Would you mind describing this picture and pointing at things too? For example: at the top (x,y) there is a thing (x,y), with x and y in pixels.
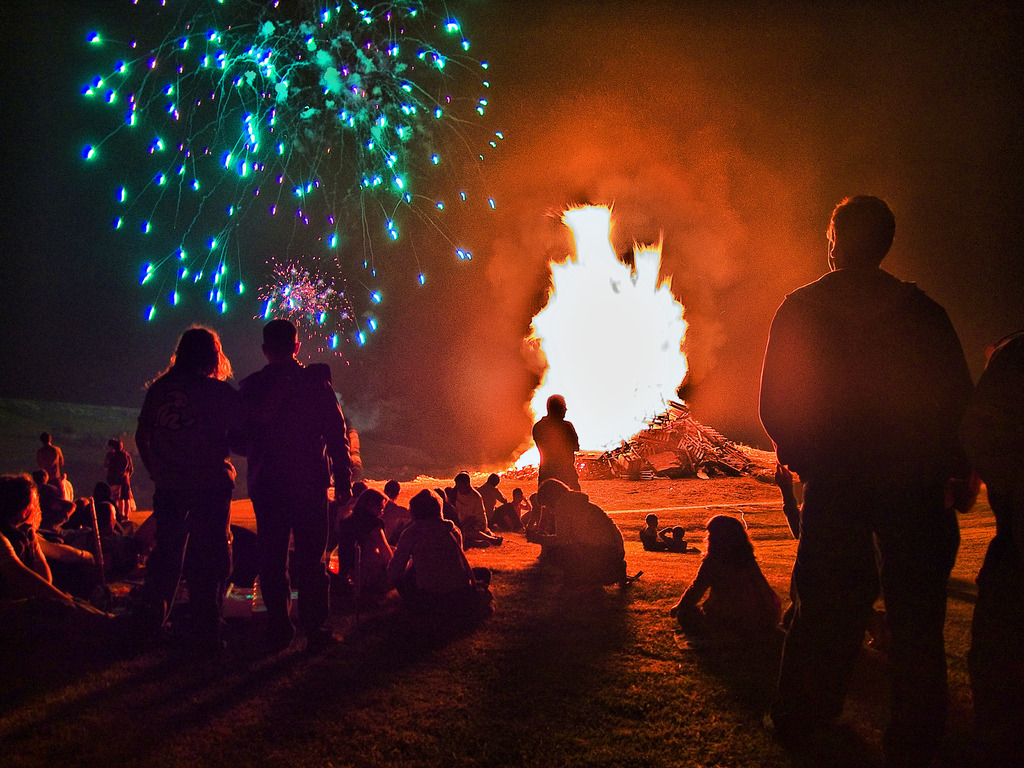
In this image we can see a group of persons (341,507). Behind the persons (561,417) we can see the fire (584,428) and lights (251,144). The background of the image (29,142) is dark.
